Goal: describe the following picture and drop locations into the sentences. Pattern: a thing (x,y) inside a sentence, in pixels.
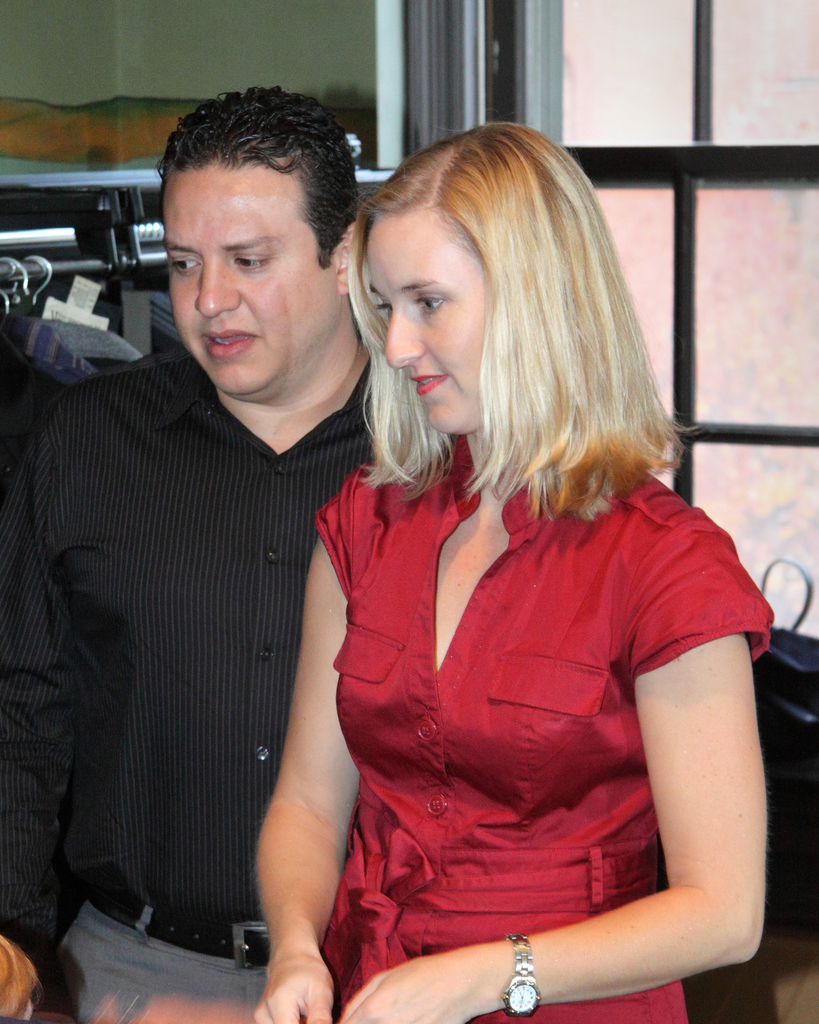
In this image we can see a woman (435,280) wearing a red color dress (627,811) and this man (40,614) is wearing a black color shirt (287,575) are standing here. In the background (775,266), we can see the glass windows (660,82) and dresses (103,314) hanged to the pole (77,264).
